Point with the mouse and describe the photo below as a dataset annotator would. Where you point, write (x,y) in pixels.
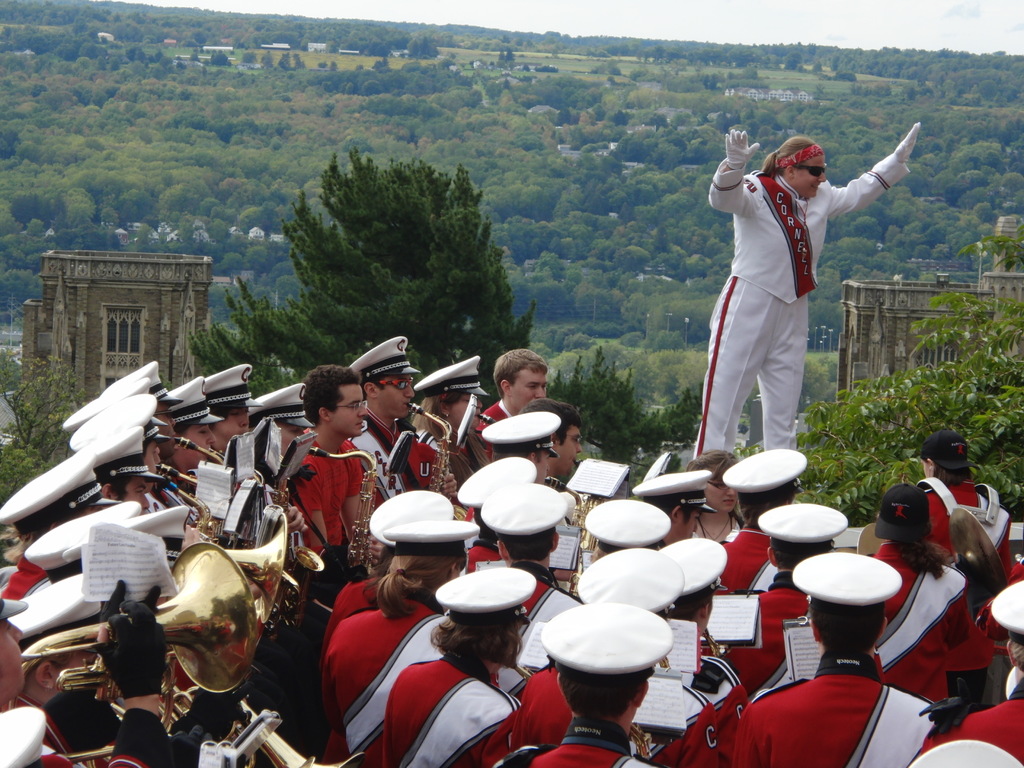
In this image we can see few persons (728,457) and among them few persons (360,642) are holding musical instruments (246,643) in their hands (197,751). In the background (865,362) we can see trees (596,365), buildings (862,350) and clouds (1013,21) in the sky (576,17).
